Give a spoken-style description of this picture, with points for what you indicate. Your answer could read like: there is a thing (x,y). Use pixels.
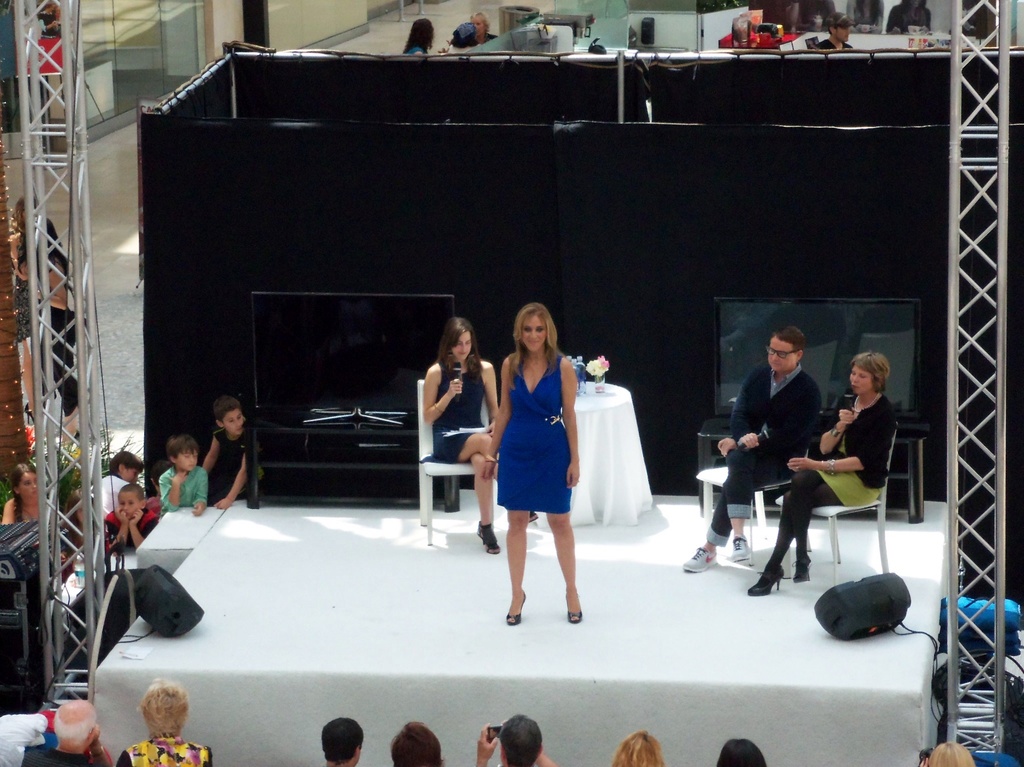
This picture is clicked inside. In the foreground (175,742) we can see the group of people (539,758). In the center (532,441) there is a woman (530,391) wearing a blue color dress (536,398) and standing on the stage (593,646) and we can see the speakers (902,604) and group of people (770,472) sitting on the chairs (698,473) and holding microphones (459,366) and there is a table (607,421) on the top of which some items (582,378) are placed. In the background (907,134) we can see a black color object (701,107), group of people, metal rods (78,57) and the wall (276,11).
